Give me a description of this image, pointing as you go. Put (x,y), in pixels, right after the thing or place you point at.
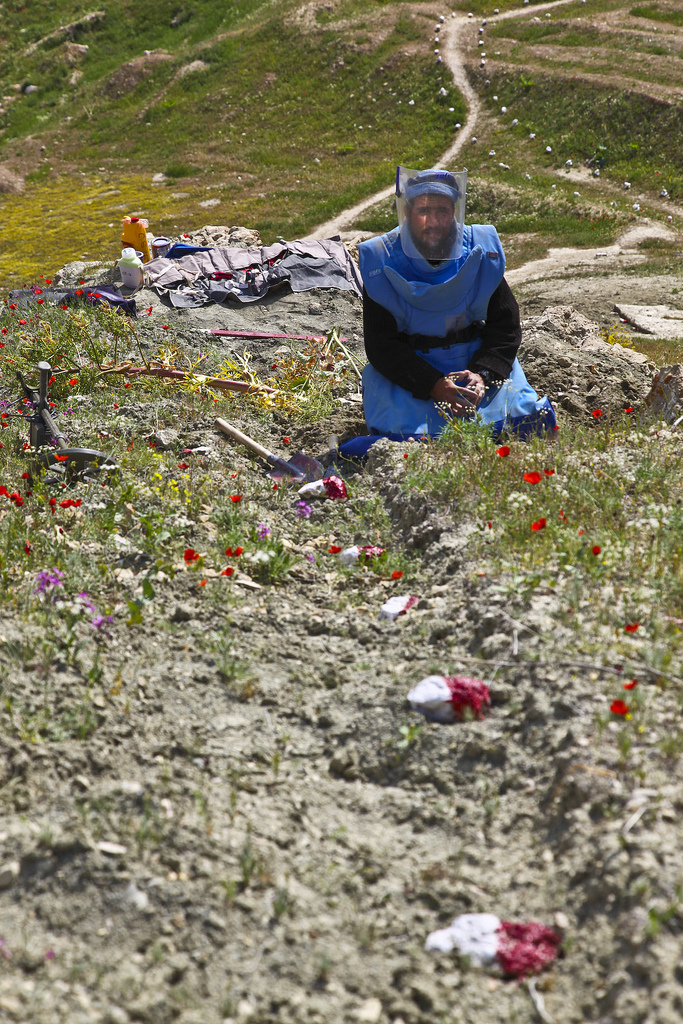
The person (465,282) wearing blue dress (462,316) is kneeling on the ground (312,209) and there are some other objects (312,256) behind him and there are few flowers (538,479) which are red in color is in front of him.
